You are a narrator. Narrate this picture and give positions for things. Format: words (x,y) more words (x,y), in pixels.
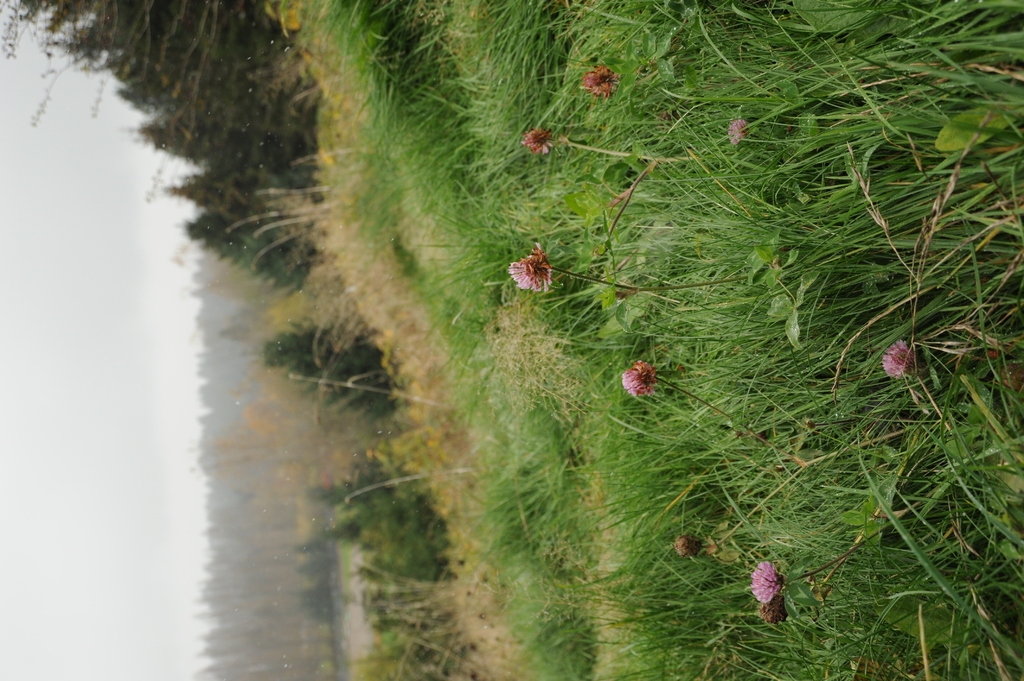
In this image there is grassland (776,348) having few plants (938,451) and trees (74,23). Right side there are few plants (762,424) having flowers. Middle of the image (363,403) there are few trees (232,446). Left side (14,454) there is sky (120,413).
